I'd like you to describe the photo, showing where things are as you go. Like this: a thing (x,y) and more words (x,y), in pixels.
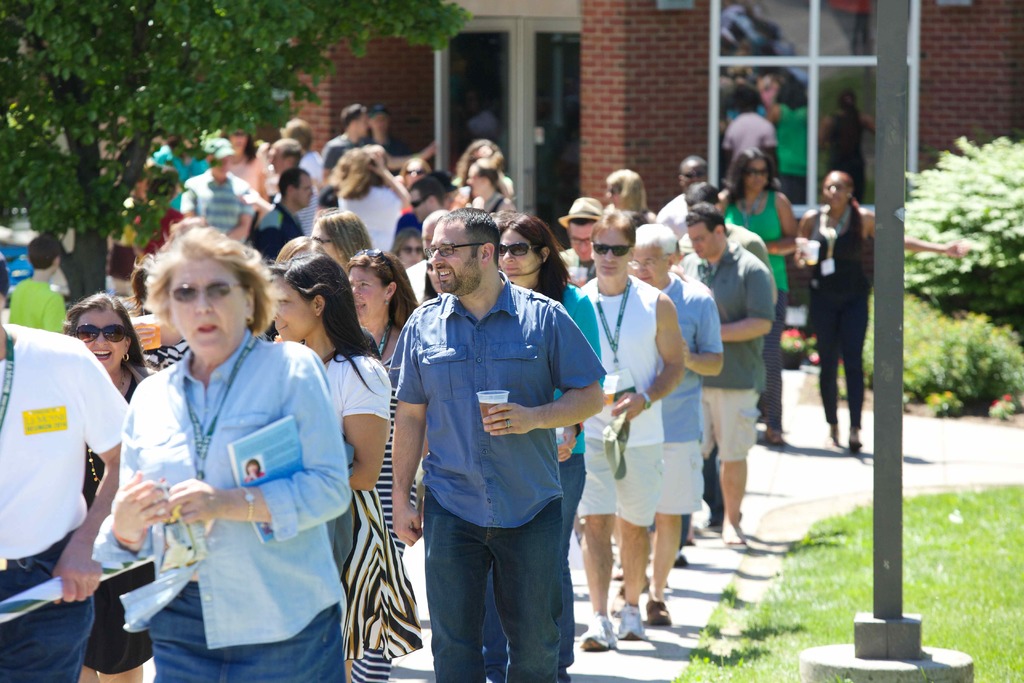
In this image there are a group of people (542,280) who are walking, in the background (548,76) there is a building (588,82). On the right side (923,254) there are some plants (921,374), grass (966,507) and one pole (904,152). On the left side (112,112) there is one tree (96,122).
